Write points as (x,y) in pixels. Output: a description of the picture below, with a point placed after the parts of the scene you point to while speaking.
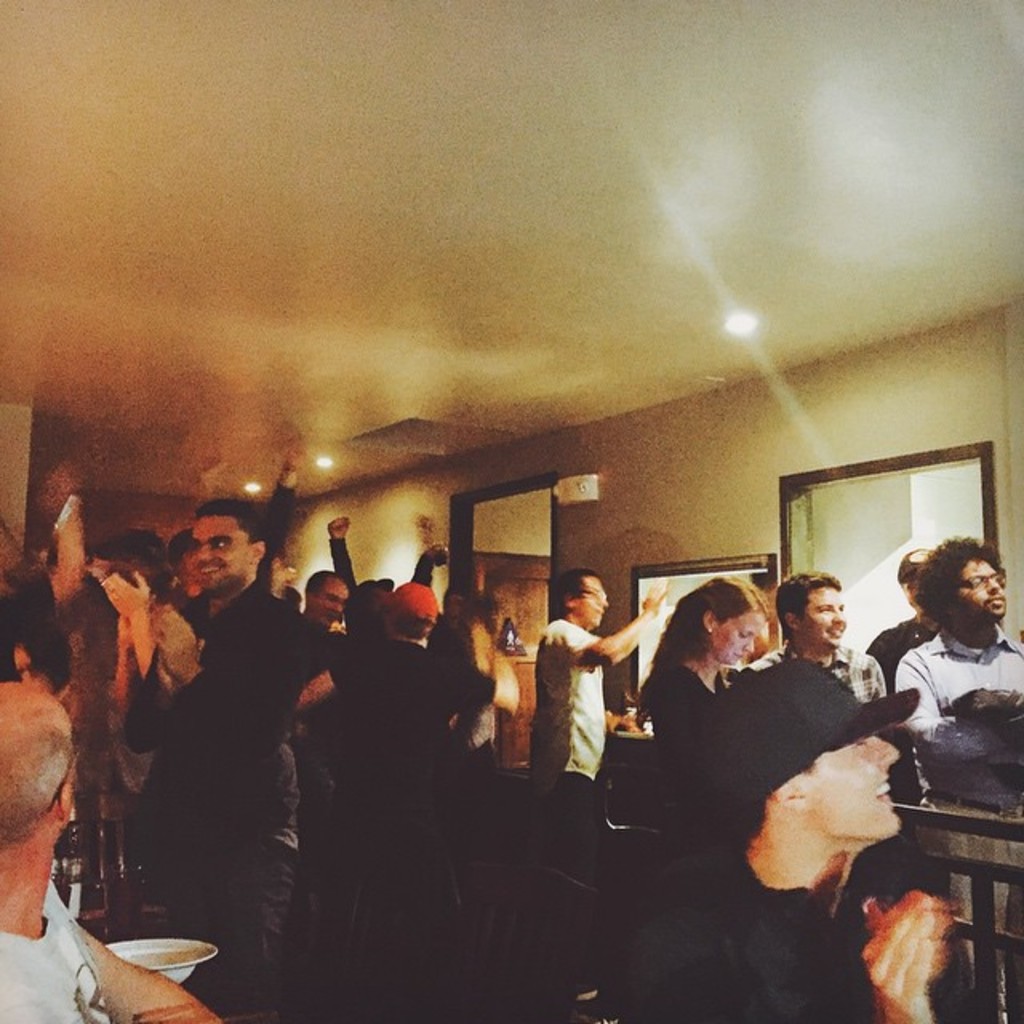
In this image we can see people (652,607) enjoying. At the top (558,118) there is ceiling (615,235) with the ceiling lights (751,329). We can also see two entrances (536,525) to access to other rooms (845,552). There is also a mirror (693,577) attached to the wall (702,528). On the left (179,947) we can see the bowl (161,962).
